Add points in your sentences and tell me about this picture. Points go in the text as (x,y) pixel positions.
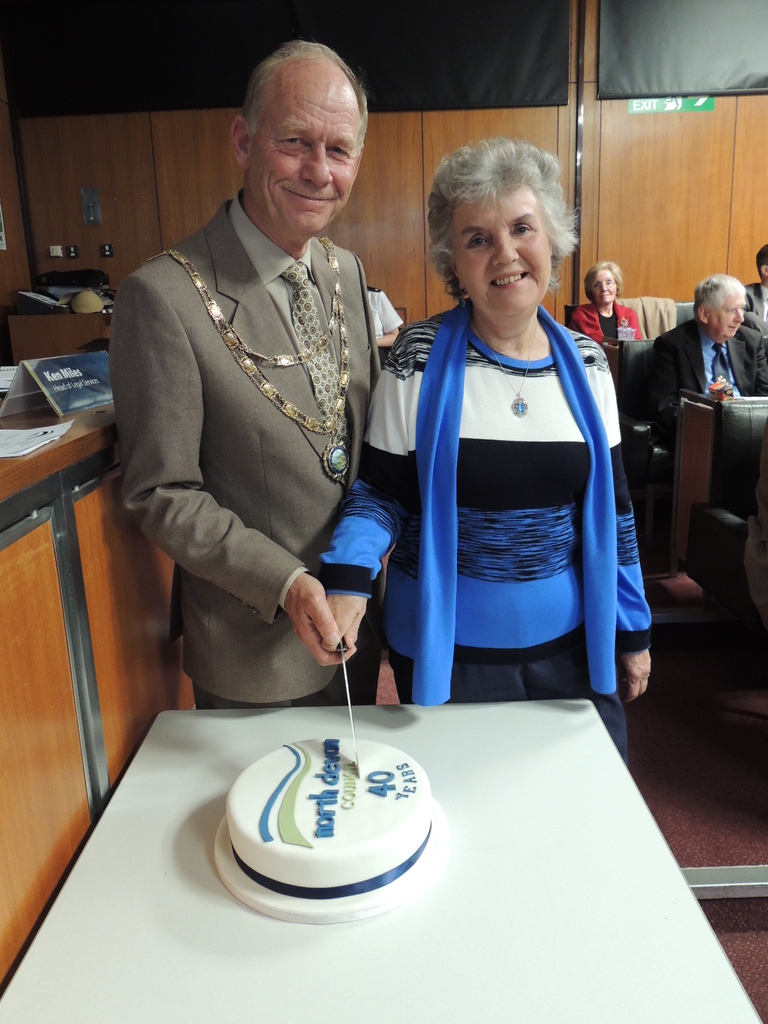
In this image, There is a table (610,906) which is in white color, There is a cake (374,755) which is in white color, There are two person hand (315,643) holding a knife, In the left side (43,649) a brown color desk (43,649), In the right side of the image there are some people (675,345) sitting on the chairs (651,351), In the background (634,197) there is a yellow color wall (613,157).
